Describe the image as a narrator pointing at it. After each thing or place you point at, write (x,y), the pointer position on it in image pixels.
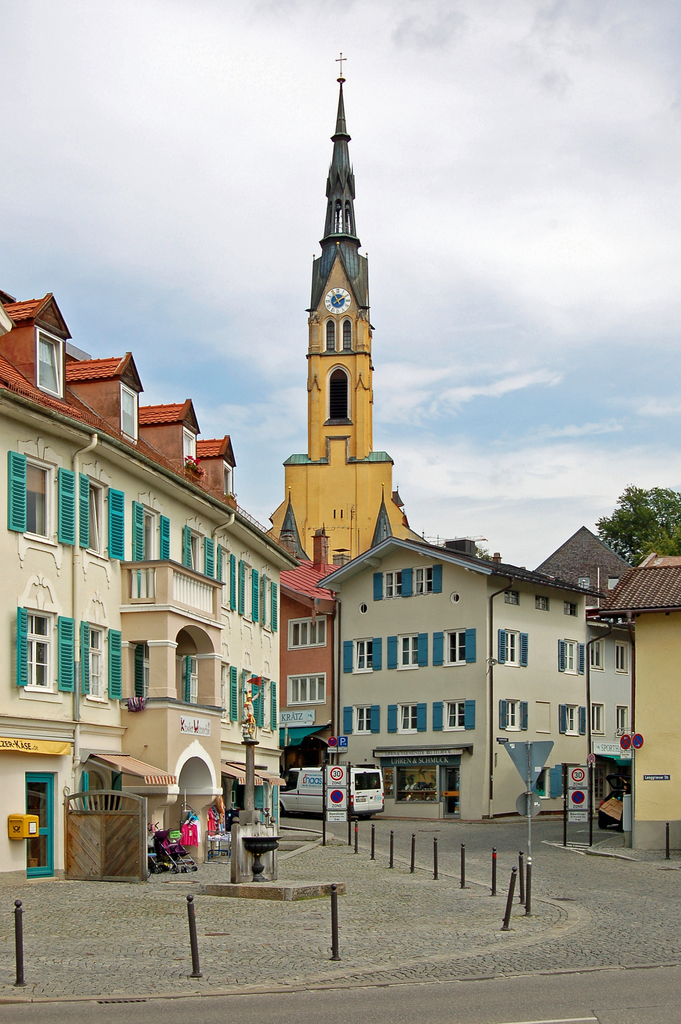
This is an outside view. Here I can see few buildings (396,644). At the bottom of the image (538,980) there is a road (487,845) and I can see a white color vehicle (362,794). On both sides of the road (509,856) there are some poles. On the top of the image (186,246) I can see the sky (115,239) and clouds (93,156). On the right side (642,531) there is a tree (646,526).
